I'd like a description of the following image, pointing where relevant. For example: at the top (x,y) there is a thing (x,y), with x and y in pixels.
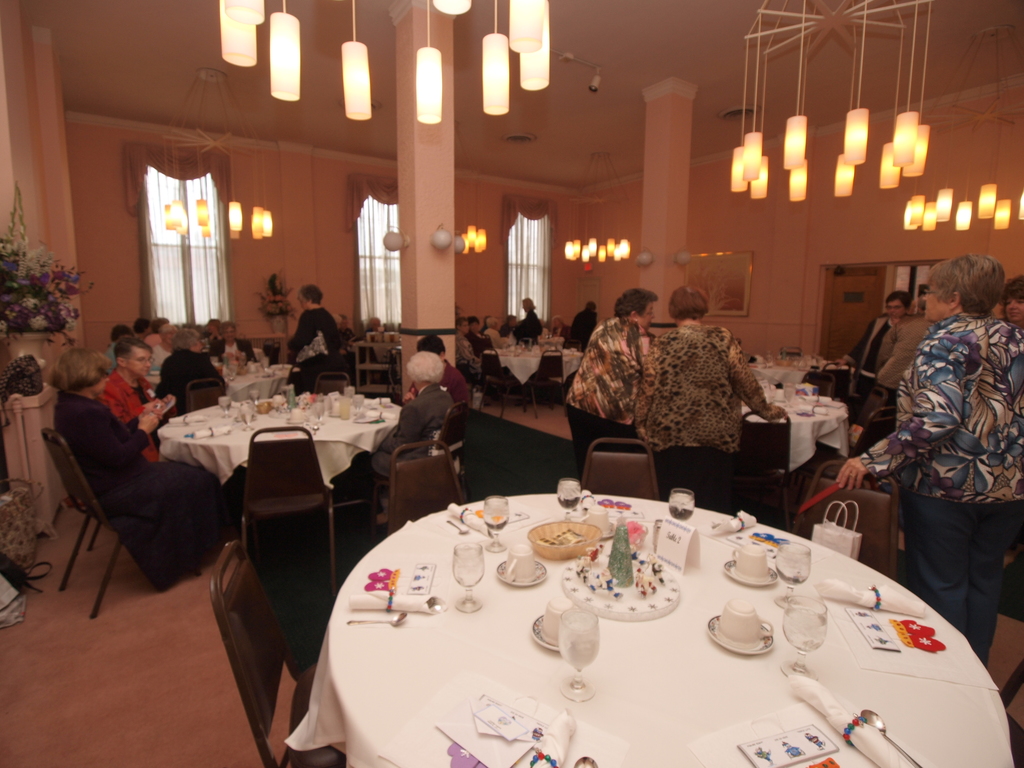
In this image, this looks like a restaurant (527,424). These are the tables (549,660), which are covered with the cloths (624,627). I can see the wine glasses (789,570), small basket (571,552), cups (524,571) and saucers (545,629), papers (669,522), spoons (880,716), tissue papers (839,595) and few other things (618,596) are placed on the table (495,634). These are the chairs (821,478). I can see few people (85,359) sitting and few people (647,336) standing. I think these are the lamps (910,139) hanging. This looks like a frame (748,271), which is attached to the wall (802,255). These are the curtains (202,245), which are hanging to the hangers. I can see the pillars (665,225). On the left side of the image (20,352), this looks like a flower vase (32,346) with the flowers (33,299) in it, which is placed on the table (18,438).
